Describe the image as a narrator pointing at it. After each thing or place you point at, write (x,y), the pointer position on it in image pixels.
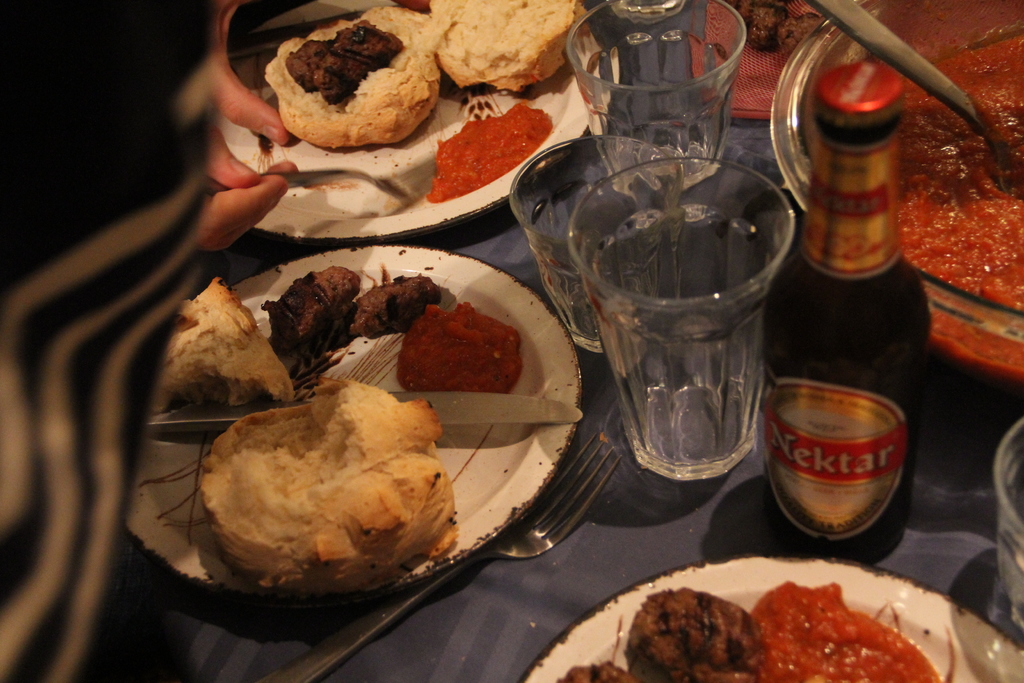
In this picture, we see the plates (301,258) containing the eatables (296,447), spoon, knife (460,409), fork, glasses (624,56), beer bottle (794,292) and a bowl (816,37) containing the food items (956,230) are placed on the table (604,507). On the left side (230,82), we see the hands (245,178) of the person (224,163) holding the fork (217,184). On the left side (57,247), it is in white and black color.
